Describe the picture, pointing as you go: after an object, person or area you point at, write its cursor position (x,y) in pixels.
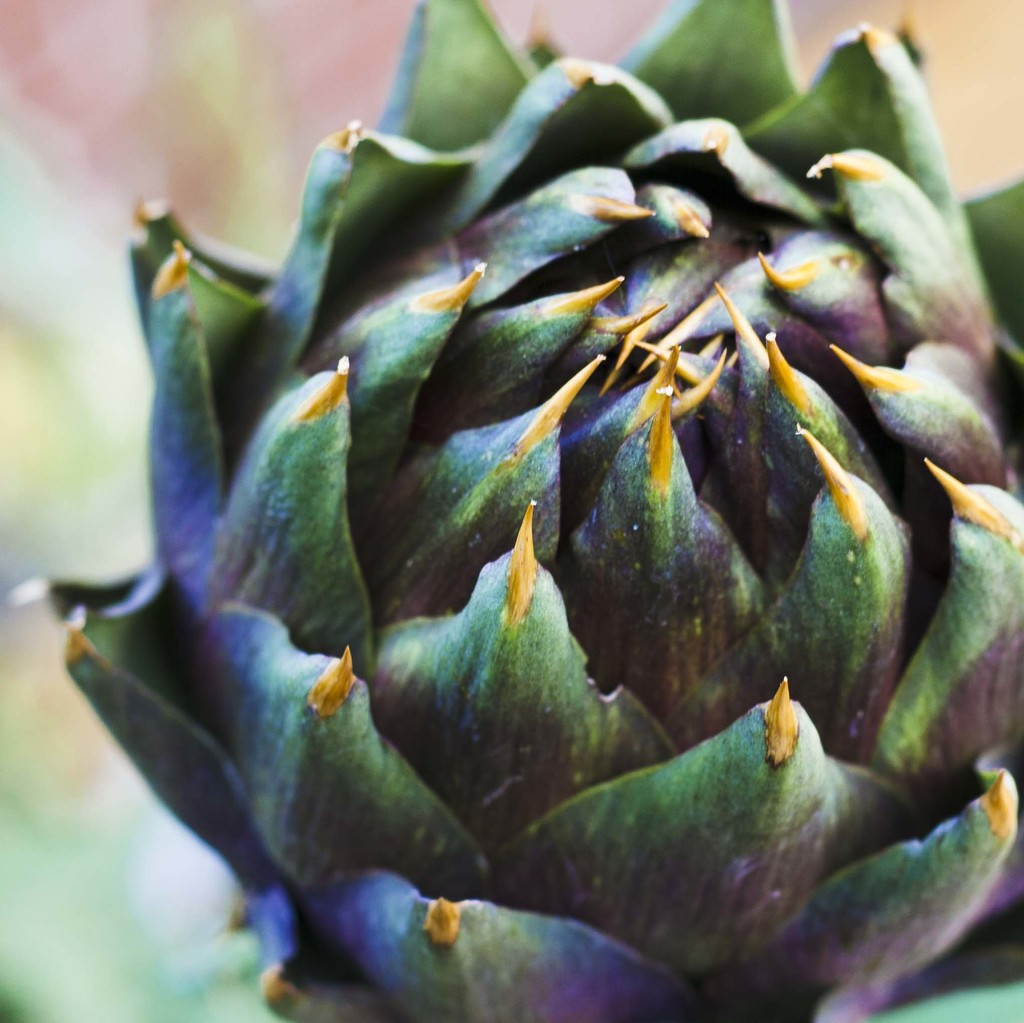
In this image in the foreground (694,622) there is one flower (527,484), and the background (186,162) is blurred.
